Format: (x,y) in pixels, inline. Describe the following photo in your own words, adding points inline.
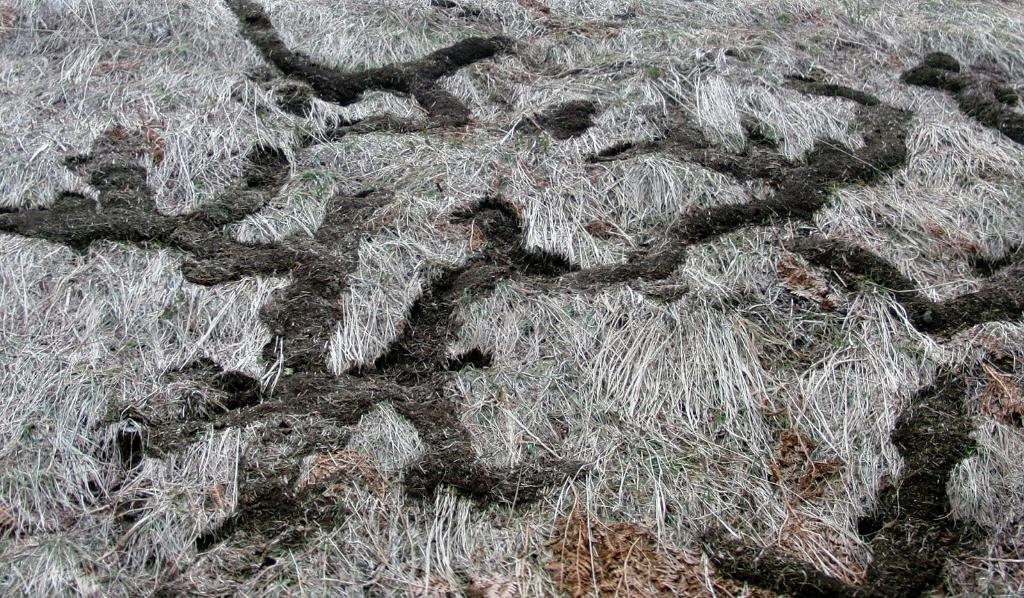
In this image there is grass (609,409) and dried leaves (780,492) on the surface (939,449).
